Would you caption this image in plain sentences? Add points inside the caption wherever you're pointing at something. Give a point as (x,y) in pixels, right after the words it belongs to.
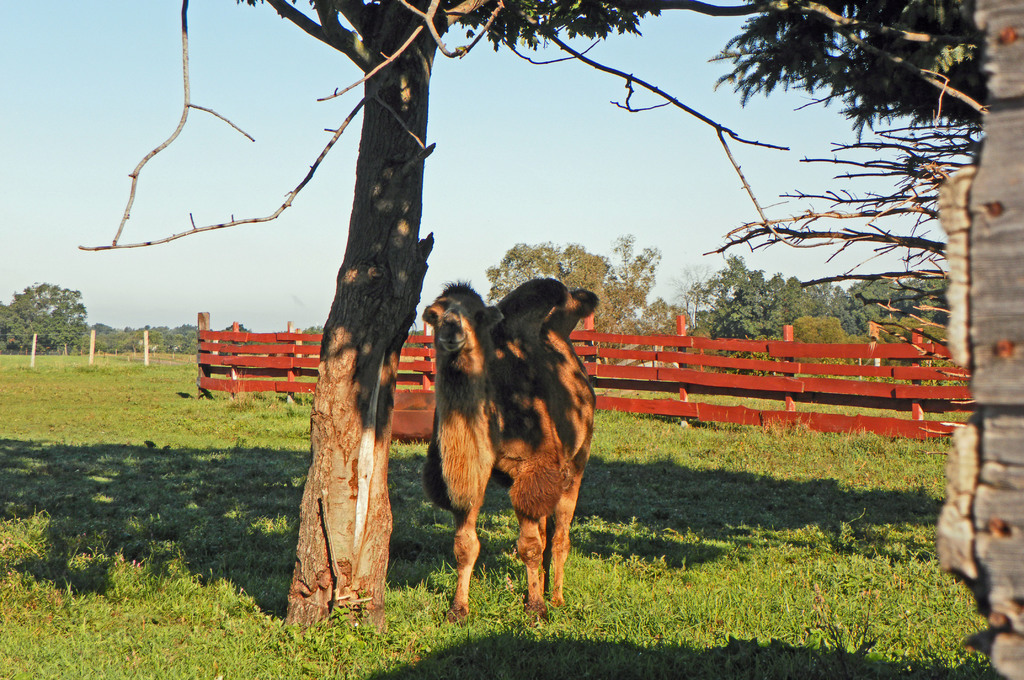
In this image in the center (511,399) there is one camel (478,504), and in the background (801,346) there is a fence (254,332) and some trees (56,318). At the bottom (177,564) there is grass (832,570), and at the top of the image (568,149) there is sky (568,149).
